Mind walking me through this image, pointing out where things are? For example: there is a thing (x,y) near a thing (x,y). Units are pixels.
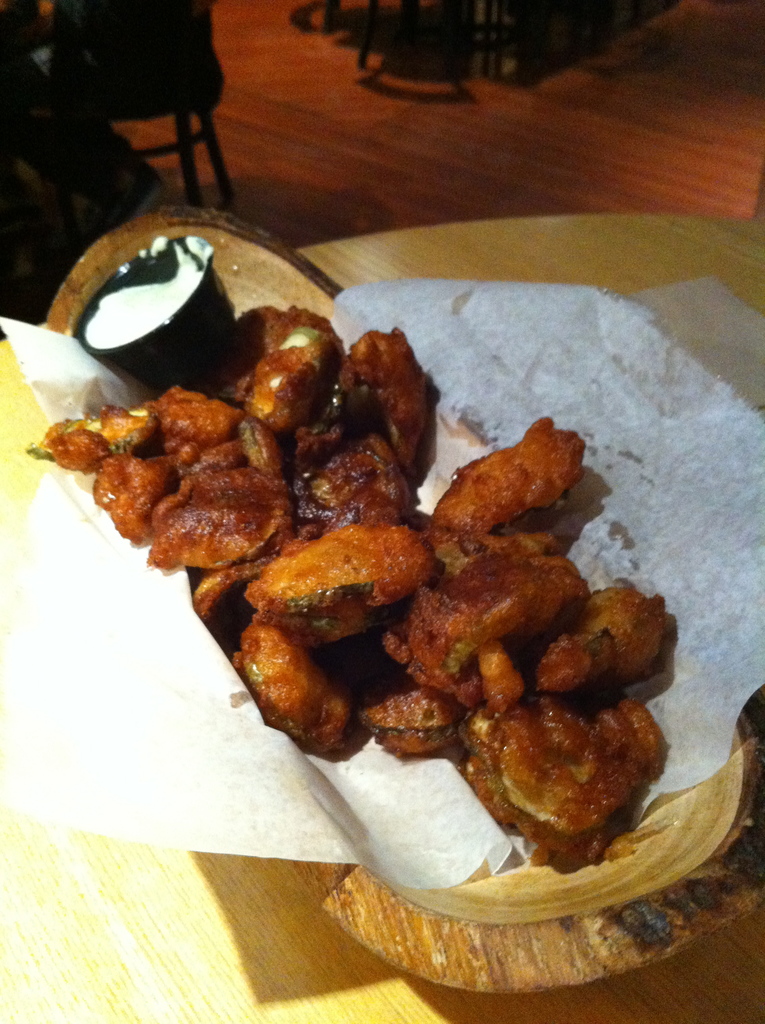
In this image I can see cream colored table (628,254) and on the table (625,232) I can see a wooden bowl (558,921) and in the bowl (506,907) I can see a tissue paper (295,798), a black colored cup (197,357), a brown colored food item (326,497) and a white colored sauce (145,312) in the cup (187,313). In the background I can see few chairs (169,38) which are black in color.
